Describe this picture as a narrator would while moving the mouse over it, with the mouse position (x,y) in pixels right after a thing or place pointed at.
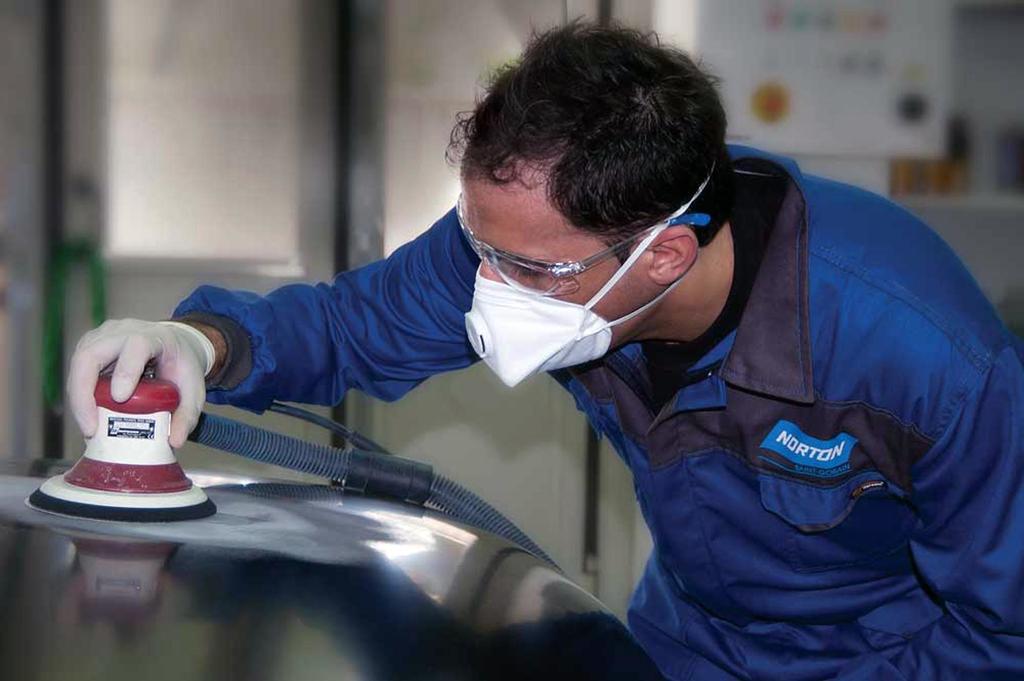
In the image there is a person (731,473) with a face mask (600,294) and goggles (701,219) is bending. He is holding an object (107,408) which is in white and red color and attached with a pipe (236,439). Behind him there is a blur background (870,98) and also there is a door (302,126) and a paper (925,84) attached to the wall (327,125).
